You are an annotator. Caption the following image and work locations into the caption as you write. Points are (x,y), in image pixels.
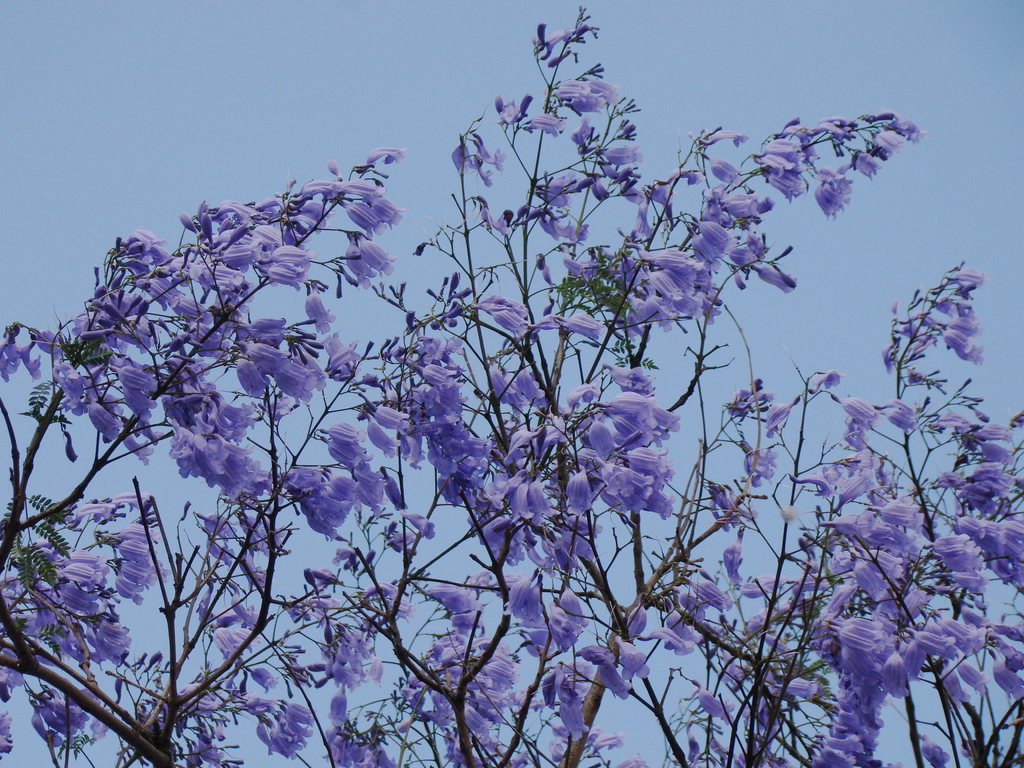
In this picture we can see purple color flowers (525,584) and leaves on the tree (706,632). On the top (339,59) there is a sky (325,52).
